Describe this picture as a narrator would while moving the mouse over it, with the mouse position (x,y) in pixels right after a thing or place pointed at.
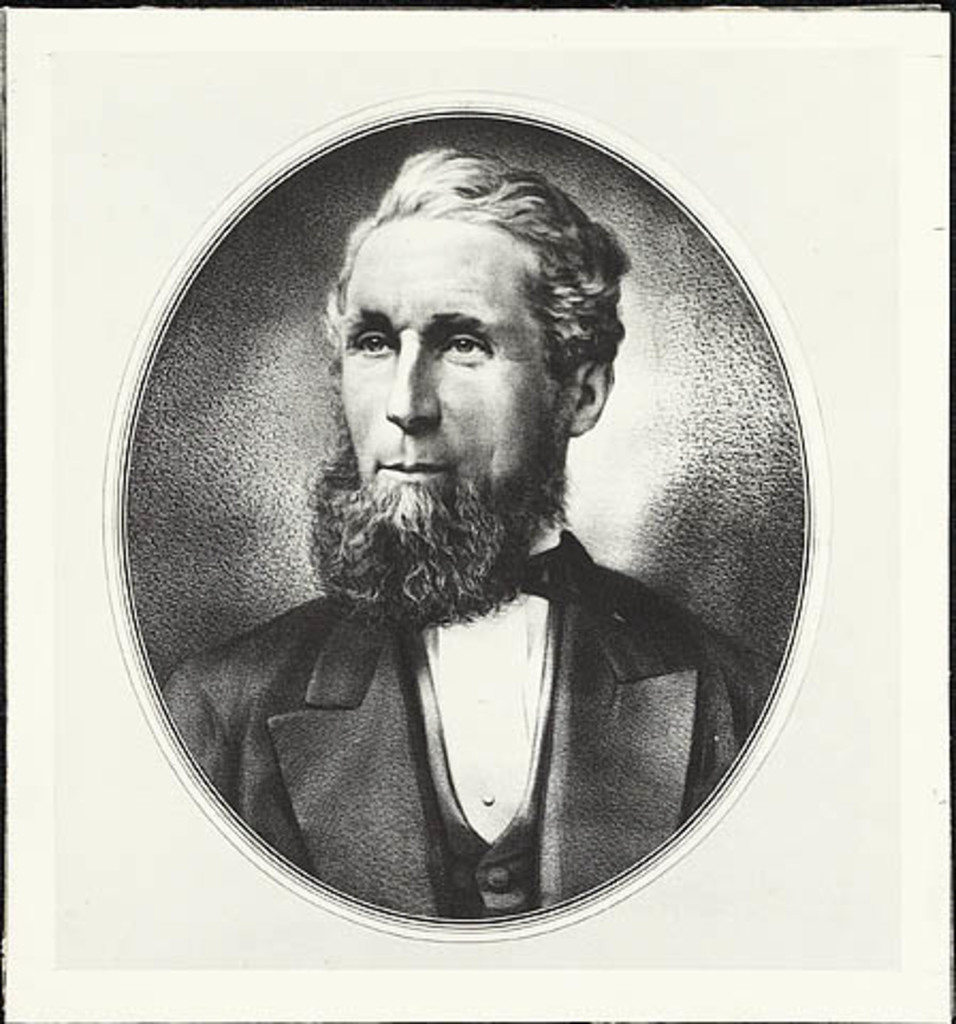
In this image there is a frame (34,911) in which there is a image of the man (510,652) which is in black and white colour.
